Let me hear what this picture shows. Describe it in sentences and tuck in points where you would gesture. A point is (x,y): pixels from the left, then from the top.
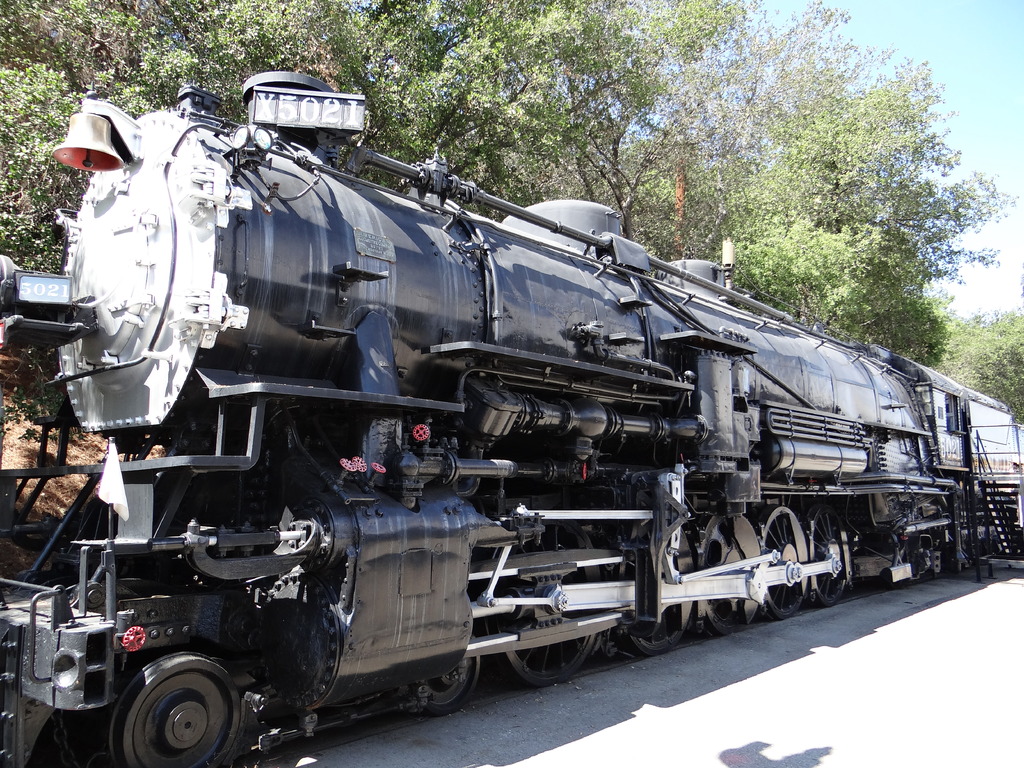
It is an engine of a train (502,410) in black color, these are the trees (587,115). On the right side (979,48) there is the sky (949,85).
